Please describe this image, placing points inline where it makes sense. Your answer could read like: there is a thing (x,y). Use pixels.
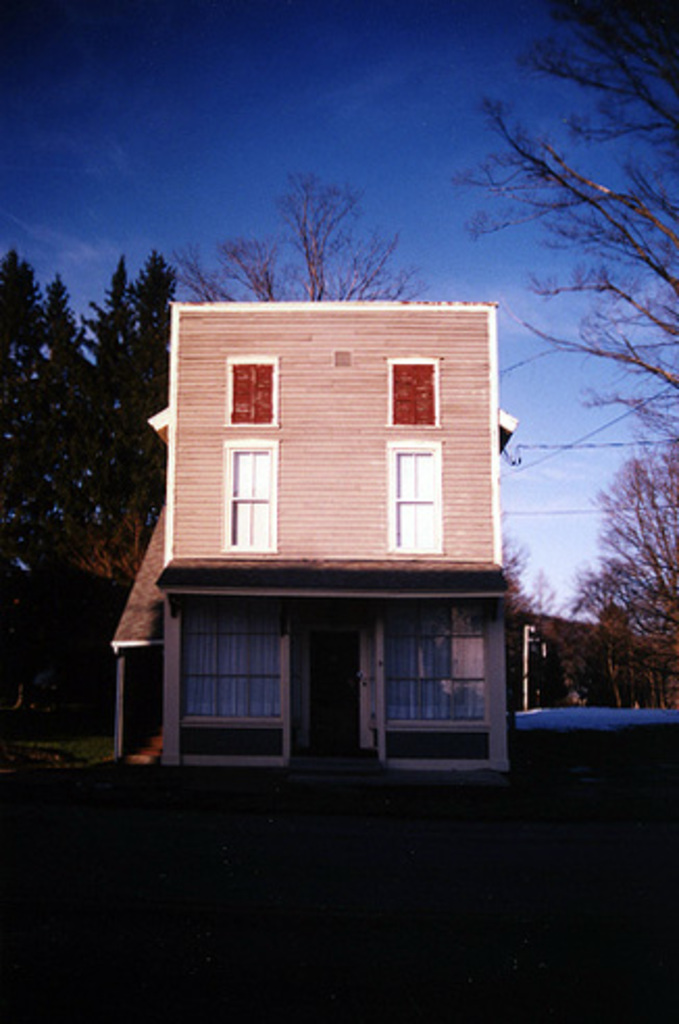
In this image we can see a building (287,479) with doors (338,679), windows (240,693) and other objects (385,593). In the background of the image (545,557) there are trees (509,572), pole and the sky (274,217). At the bottom of the image (434,883) there is the road (450,910).
